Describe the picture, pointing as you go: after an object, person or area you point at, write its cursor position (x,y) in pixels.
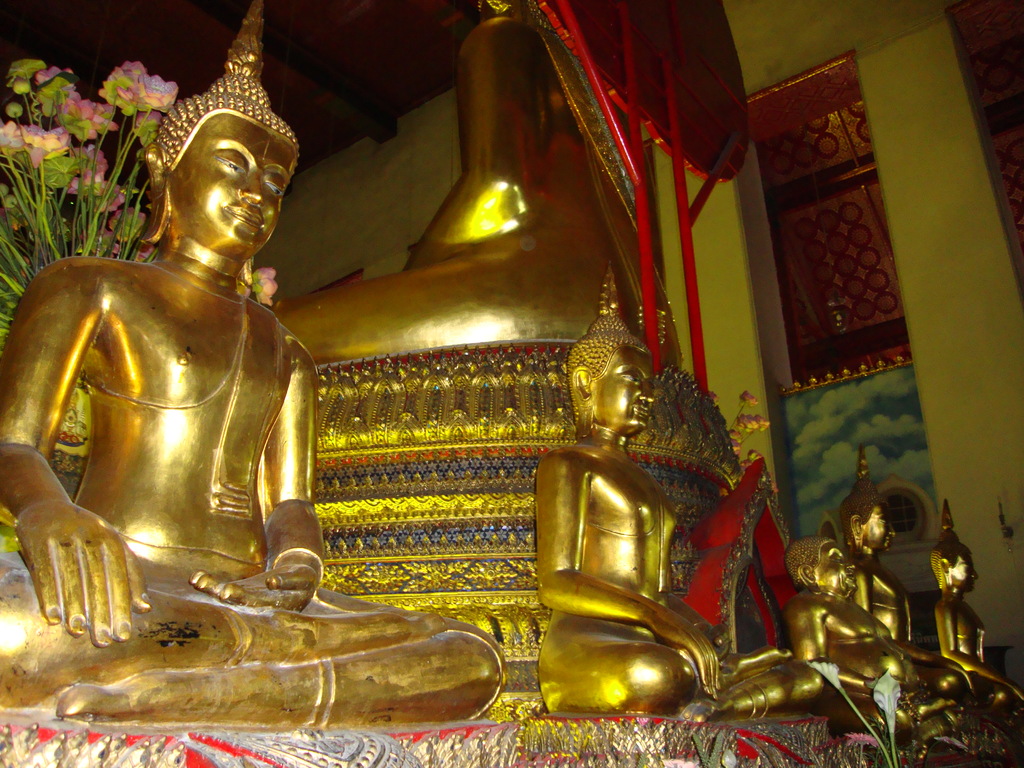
In this image, I can see the sculptures of Buddha (662,643), which are gold in color. On the right side of the image (855,354), I can see the objects (876,390). On the left side of the image (85,248), there are flowers (95,209).
